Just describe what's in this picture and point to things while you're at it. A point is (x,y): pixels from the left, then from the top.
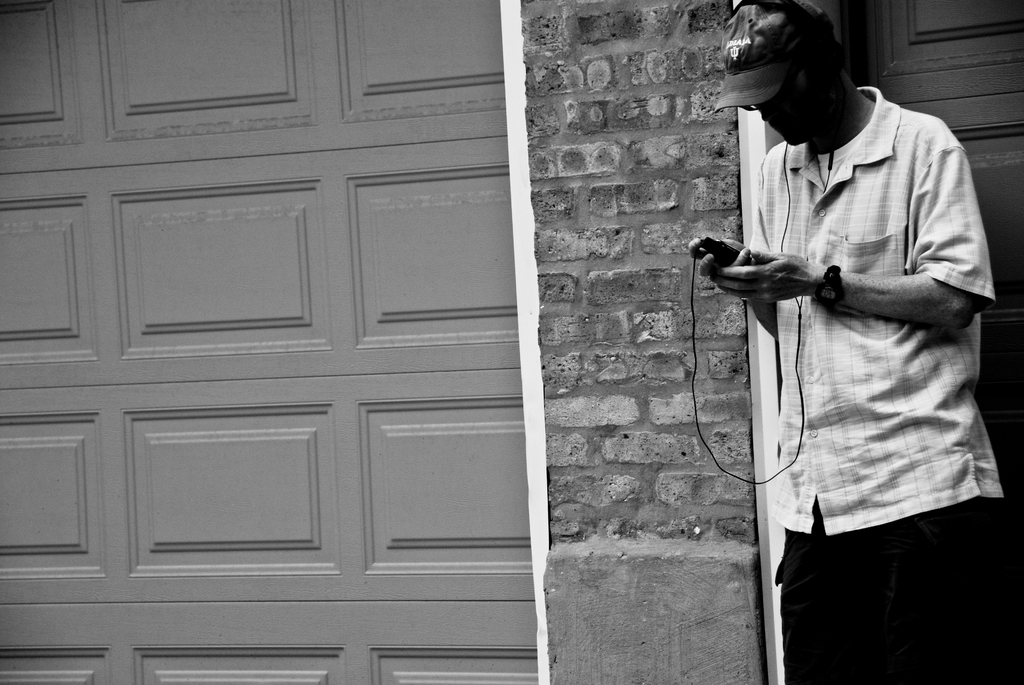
On the right (755,248), I can see a person (834,414) is standing and is holding an object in hand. In the background (669,401), I can see a wall (636,363) and doors (343,419). This image taken, maybe during a day.
